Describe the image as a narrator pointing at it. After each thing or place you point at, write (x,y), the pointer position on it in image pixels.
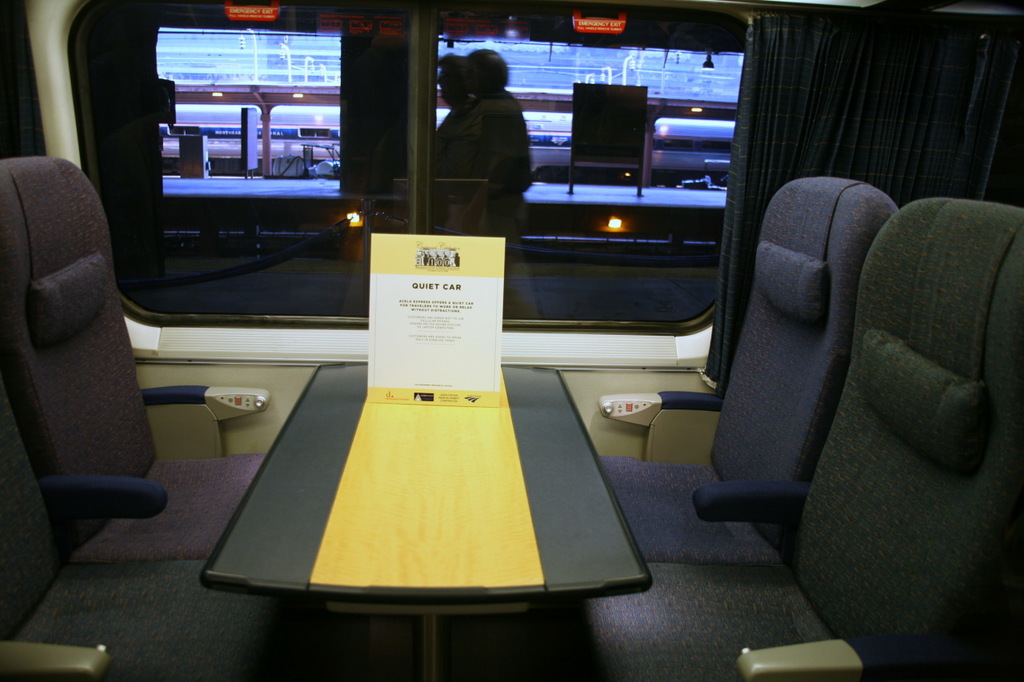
In the middle of this image (440,273), there is a poster (406,282) arranged on a table (384,530). On both sides of this table (307,459), there are two chairs (749,425) arranged. In the background (822,79), there is a window (456,33) and there are curtains (775,120). Through this window (469,69), we can see there are persons (507,232), lights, platforms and other objects (357,39).
